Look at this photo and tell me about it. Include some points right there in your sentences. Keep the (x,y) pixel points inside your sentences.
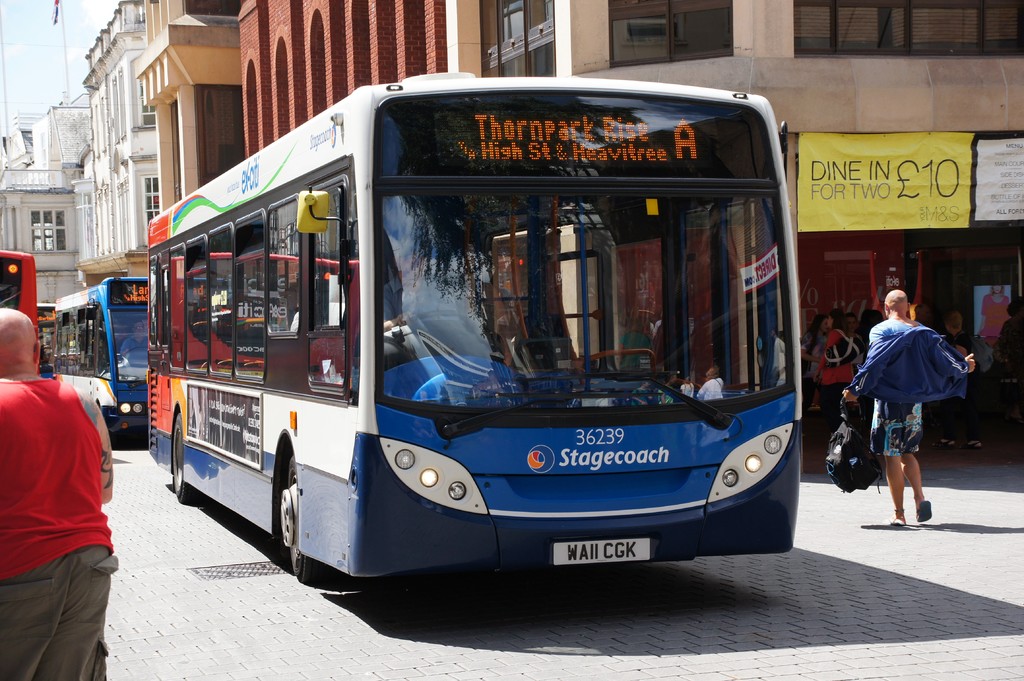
In this image we can see a group of vehicles (438,289) and buildings (95,53). On both sides of the image we can see the persons (9,360). On the right side (998,175), we can see banners (927,185) with text (927,185) on the building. In the top left (28,39), we can see the sky (71,58) and a pole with a flag (58,13).
